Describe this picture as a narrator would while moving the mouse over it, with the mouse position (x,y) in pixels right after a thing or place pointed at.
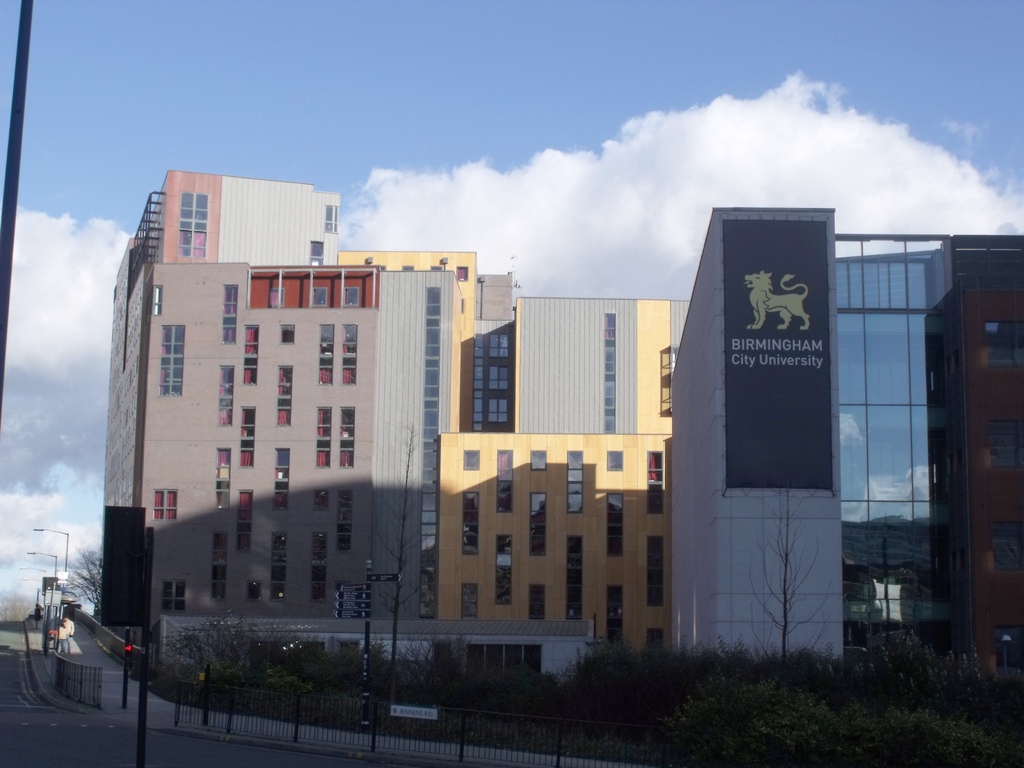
In this image I can see buildings (598,517), trees (459,697), fence (308,716), traffic lights (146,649), poles (142,679) and the grass (740,687). On the left side (13,665) I can see a road (52,704) and the sky (69,241). Here I can see a logo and something written on a black color board (763,380).
